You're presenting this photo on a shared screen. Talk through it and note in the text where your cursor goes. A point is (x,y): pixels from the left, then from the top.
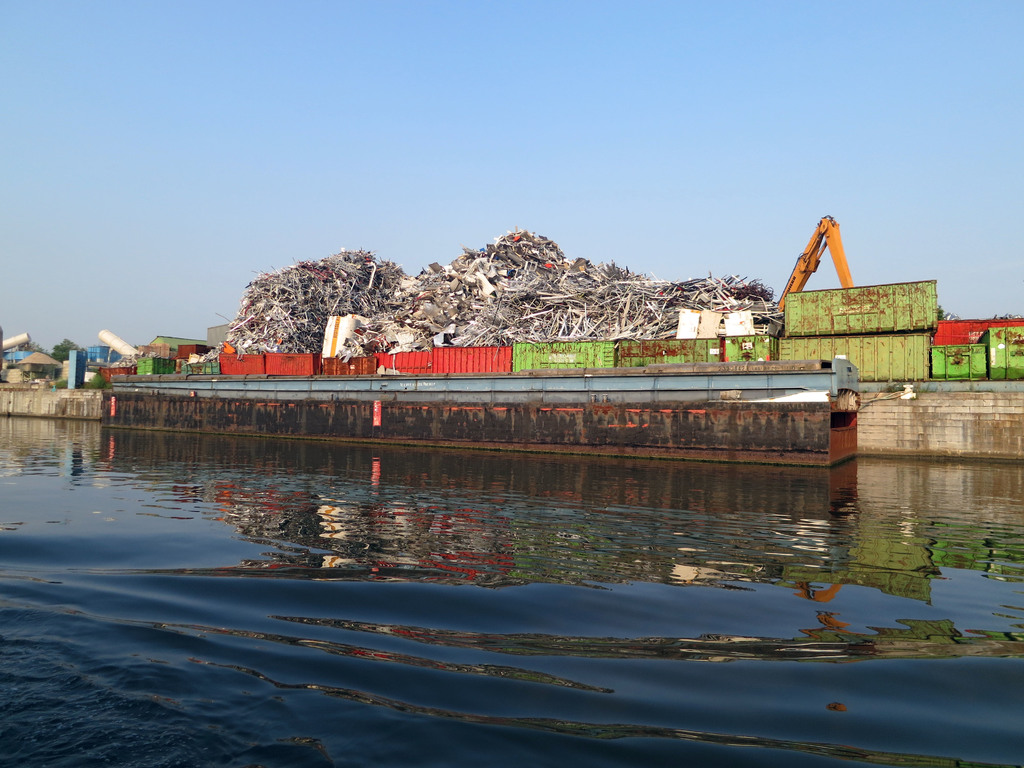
In this image I can see water (682,700). I can also a barge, few containers (755,352), they are in multi color. Background (684,2) the sky (472,222) is in blue color.
